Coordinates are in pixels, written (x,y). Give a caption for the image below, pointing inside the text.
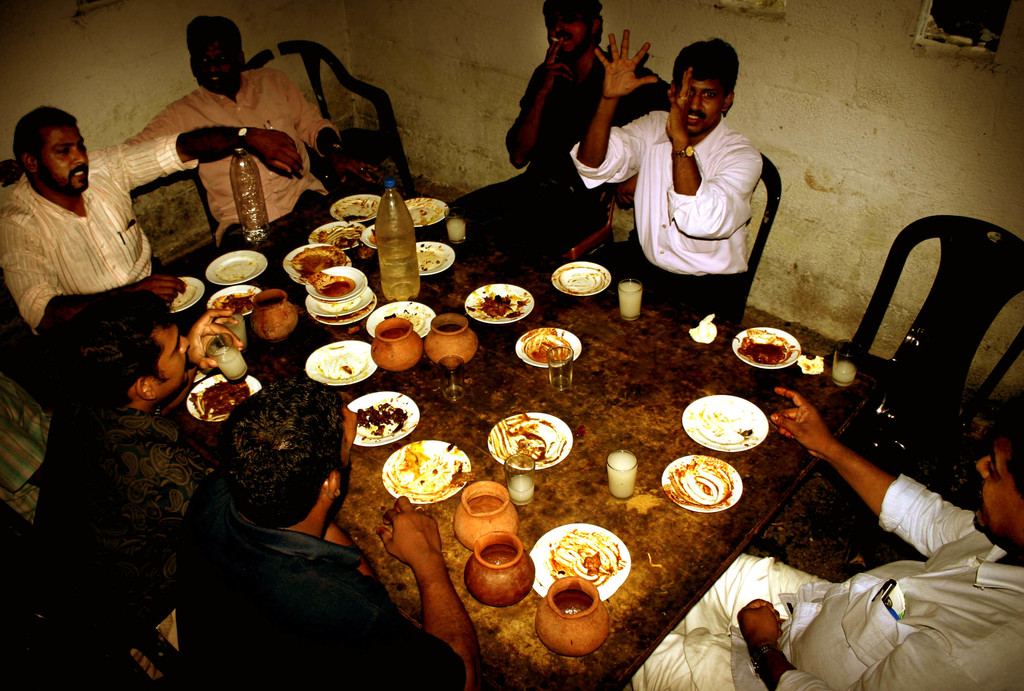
In this image there are a group of people (68,419) who are sitting on chairs (1020,247), and in front of them there is table (282,367). On the table (525,366) there are some pots (449,337) and plates (728,446), in the plates (324,374) there is some food (773,349) and also there are some bottles (389,269), glasses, and in the background (412,121) there is a wall (781,161).
